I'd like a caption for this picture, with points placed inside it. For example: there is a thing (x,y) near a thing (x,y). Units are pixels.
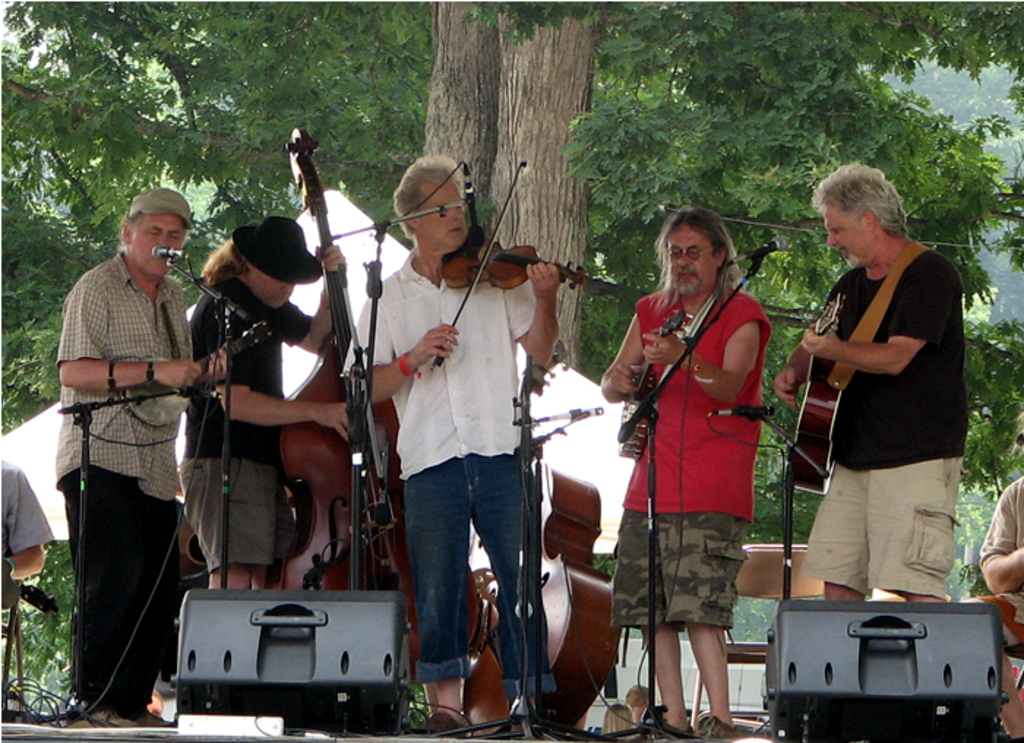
In this picture we can see a group people (180,476) on the stage (102,740) and some people (942,397) holding the musical instruments (338,372). In front of the people (271,381) there are stands (542,660), cables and some objects (385,640). Behind the people (212,408) there are trees (360,140).
